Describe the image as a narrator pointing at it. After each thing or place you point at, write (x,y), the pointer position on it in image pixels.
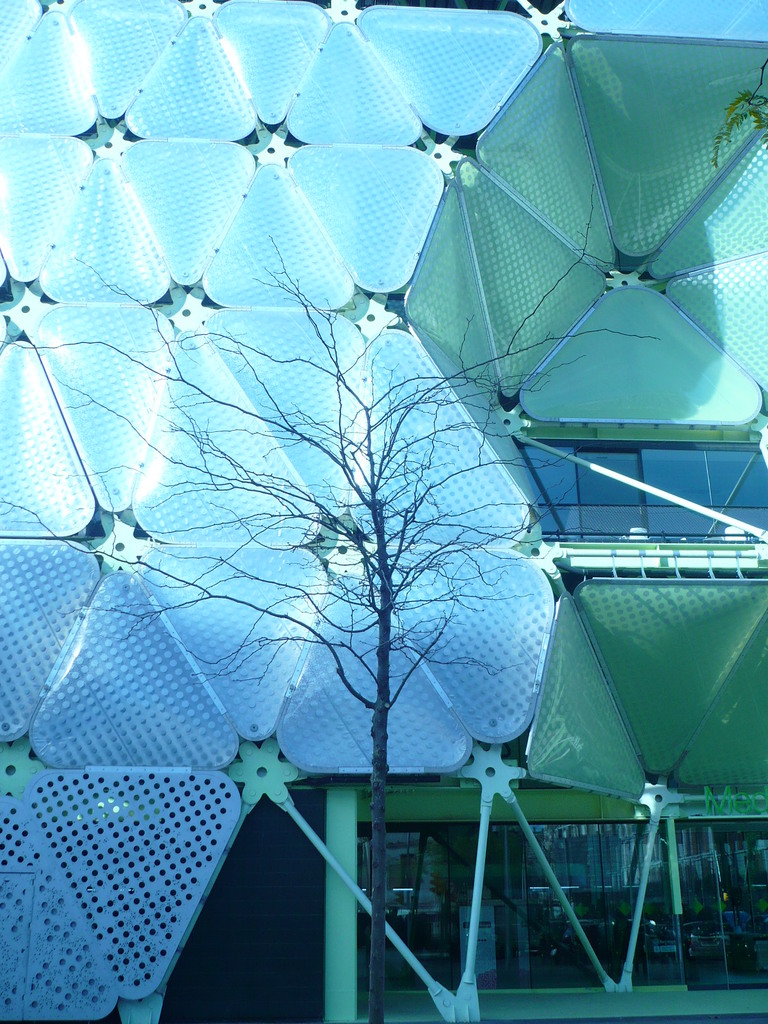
In this picture I can observe a tree (285,420) in the middle of the picture (380,624) which is completely dried. In the background (21,144) there is a building (376,291).
